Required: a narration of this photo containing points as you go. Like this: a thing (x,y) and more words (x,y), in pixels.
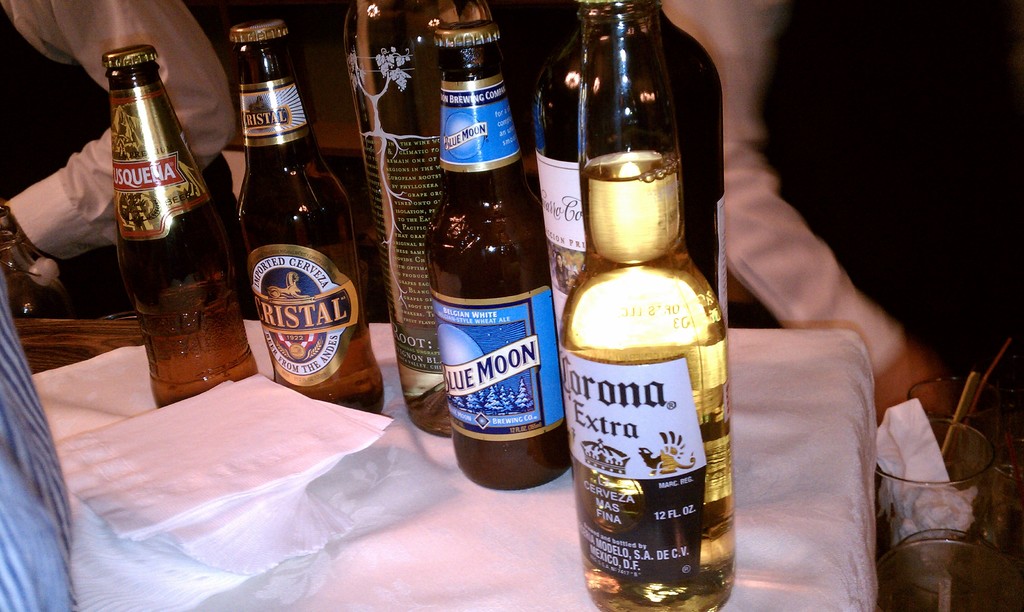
In this image I can see bottles (359,286) on a white color surface (511,535). In the background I can see people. On the right side (980,496) I can see glasses (981,509) and some other objects (966,503).
